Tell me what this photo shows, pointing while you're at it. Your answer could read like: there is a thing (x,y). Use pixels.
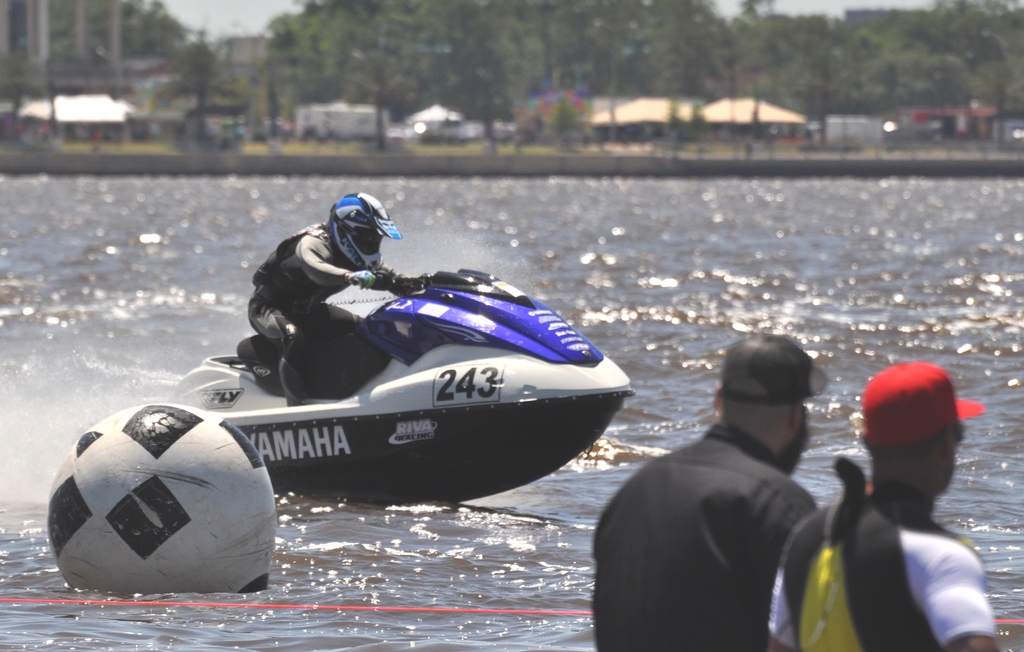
In this image, we can see some water (703,356). We can also see a few people (354,330). Among them, we can see a person (349,203) riding the water vehicle (284,440). We can also see an object (224,542). There are a few trees (535,41) and buildings (55,70). We can also see the sky (228,13).
